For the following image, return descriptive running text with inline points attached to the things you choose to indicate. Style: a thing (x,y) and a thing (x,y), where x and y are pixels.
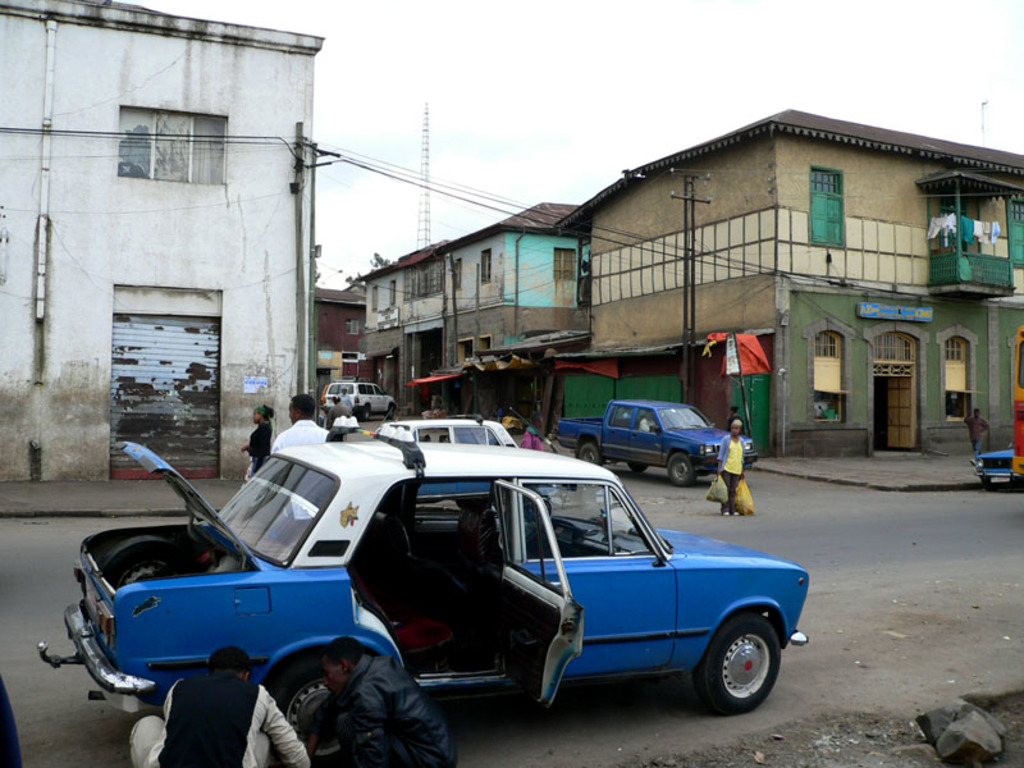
In this picture I can see vehicles (409,563) on the road (954,603), there are group of people (641,427), there are poles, cables (845,279), boards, there are houses (633,253), and in the background (660,61) there is sky (728,42).
